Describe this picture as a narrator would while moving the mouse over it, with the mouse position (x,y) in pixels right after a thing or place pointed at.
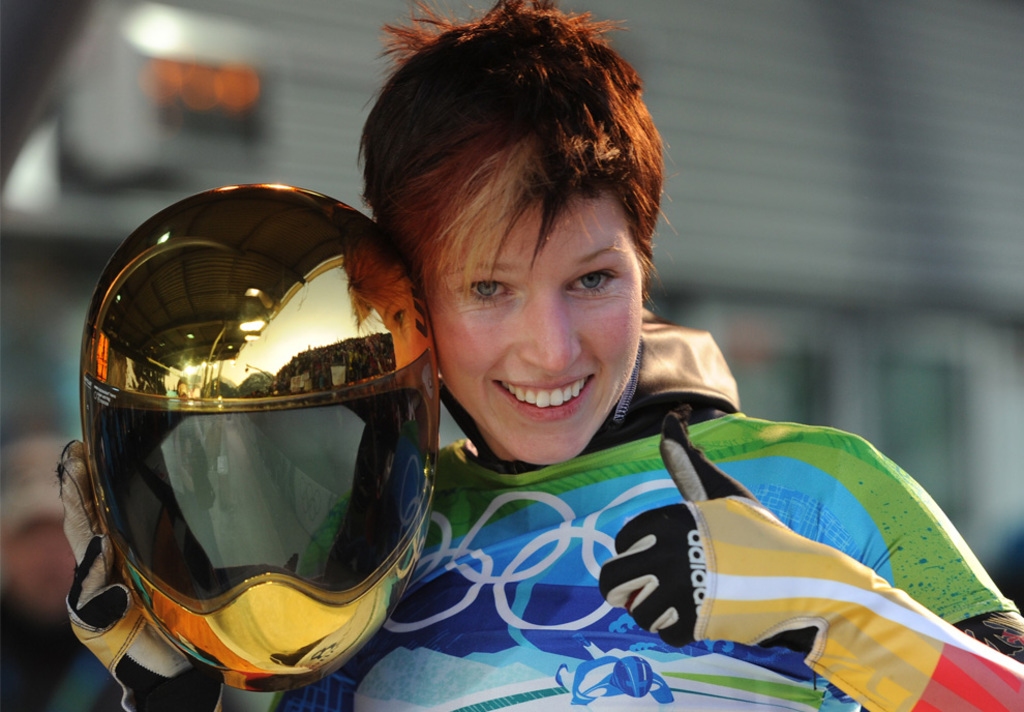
In this image there is a person (524,560) wearing gloves (727,615) and she is holding a helmet (303,451) in her hand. Background is blurry.
